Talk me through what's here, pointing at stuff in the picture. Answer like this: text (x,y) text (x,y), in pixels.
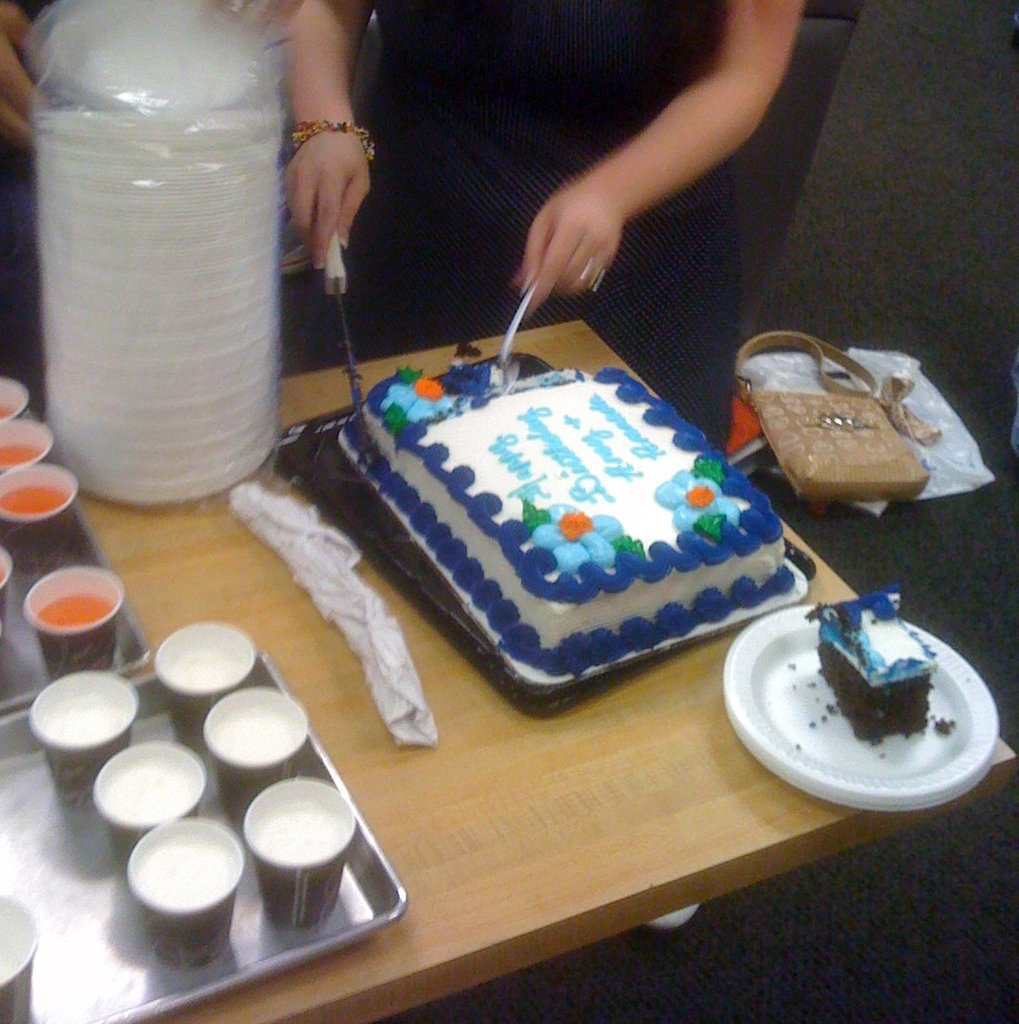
In this picture we can see a person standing and cutting cake (553,513), cake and some glasses (207,668), plates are placed on the table (310,661).
